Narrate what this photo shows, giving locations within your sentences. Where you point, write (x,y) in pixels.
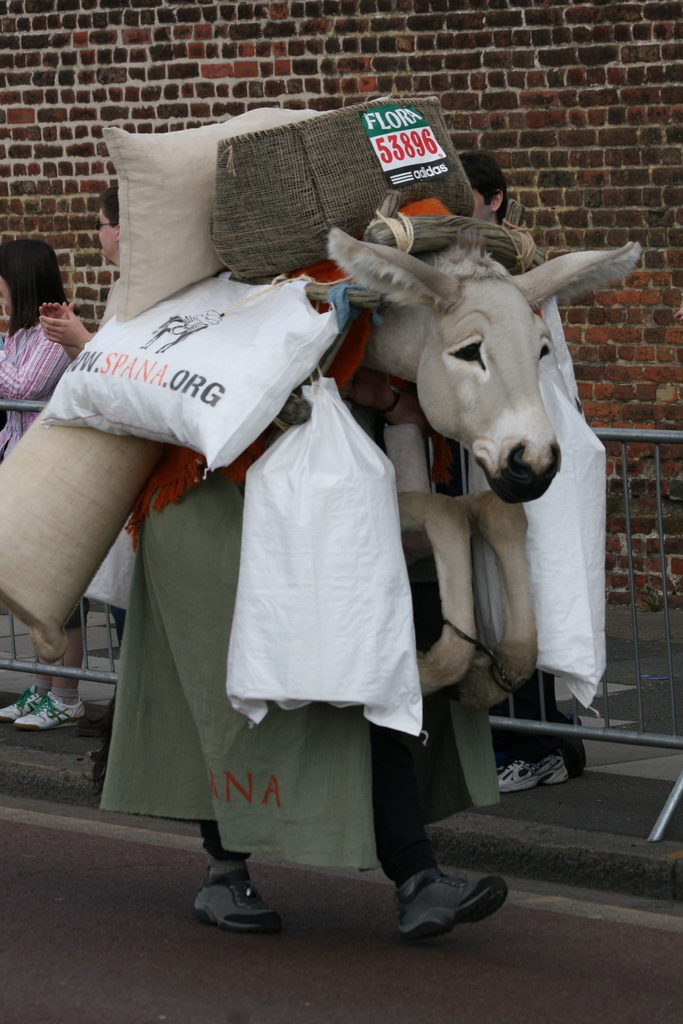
In this image we can see a person (202,833) walking on the road (350,871) by wearing a donkey's mask (433,389) and goods (379,664). In the background (285,52) there is a wall (399,52) and persons (65,702) standing behind the grill (661,541).
